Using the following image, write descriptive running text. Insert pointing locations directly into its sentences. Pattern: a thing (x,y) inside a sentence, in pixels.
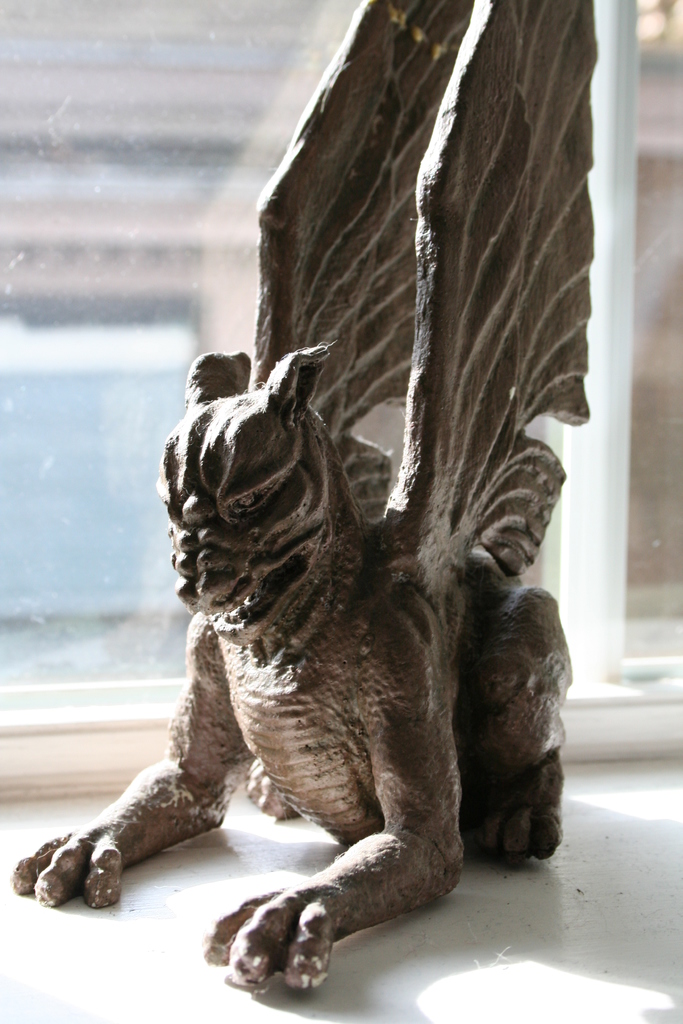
In this image we can see a statue (475,740) of an animal (332,702) containing wings (460,468) to it. In the background (573,728) we can see a window (162,258).
